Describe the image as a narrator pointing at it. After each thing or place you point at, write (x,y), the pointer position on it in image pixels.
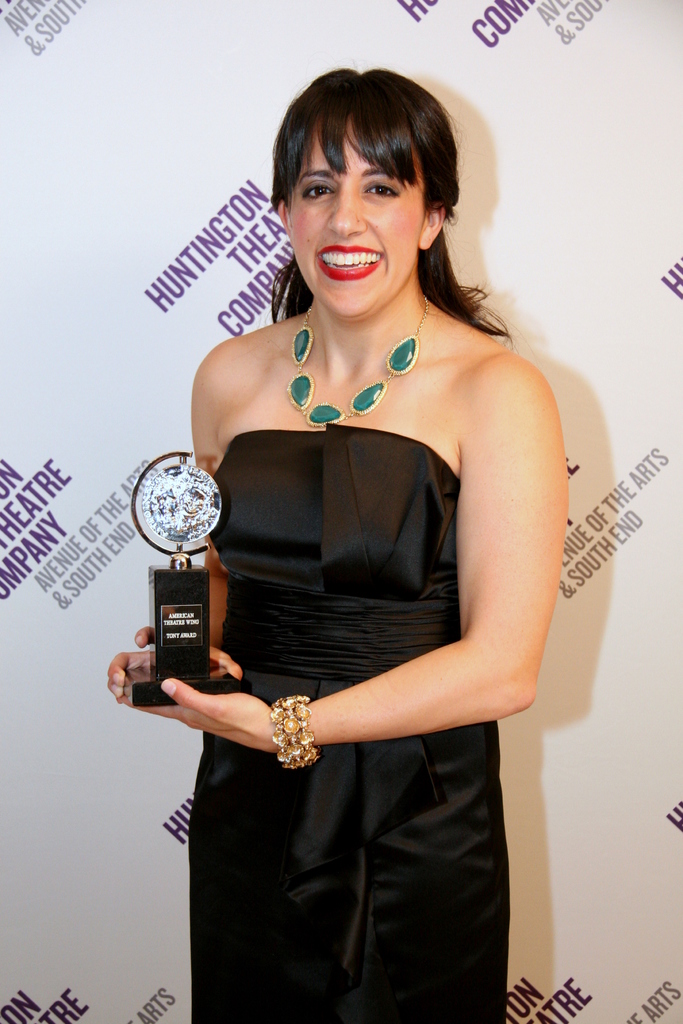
In this image, we can see a person (465,411) wearing clothes (402,648) and holding an award (205,592) with her hands (184,704).
